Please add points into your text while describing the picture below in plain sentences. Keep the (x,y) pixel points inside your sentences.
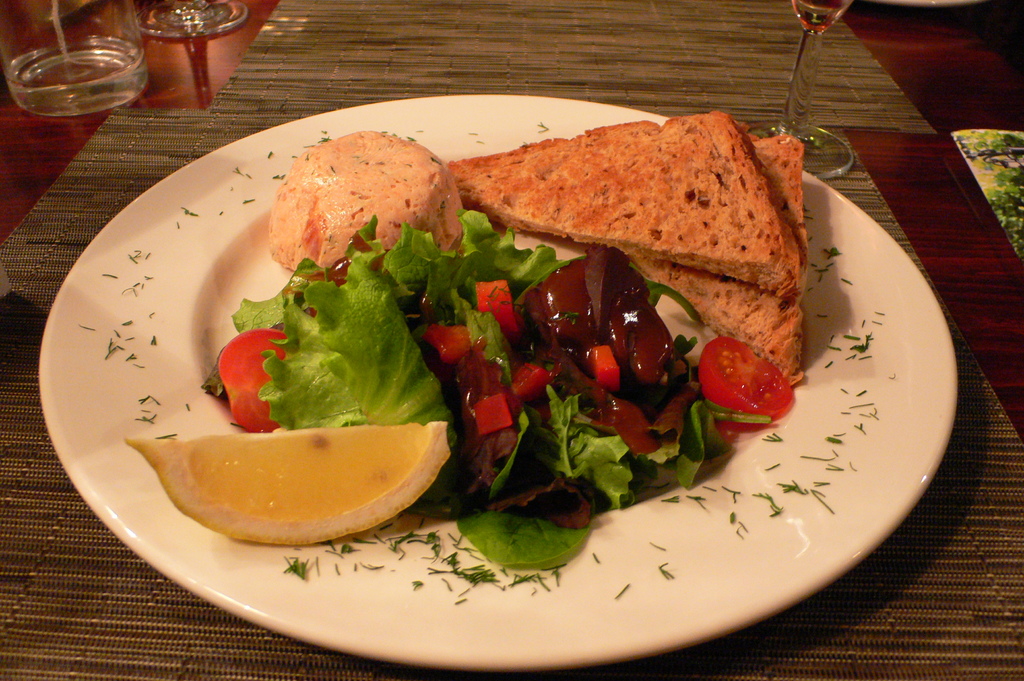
In the center of the image (467,286) there is a table (1013,97) and we can see a plate (458,585) containing food (792,190), glasses (41,90) and mats (733,33) placed on the table (908,80).
